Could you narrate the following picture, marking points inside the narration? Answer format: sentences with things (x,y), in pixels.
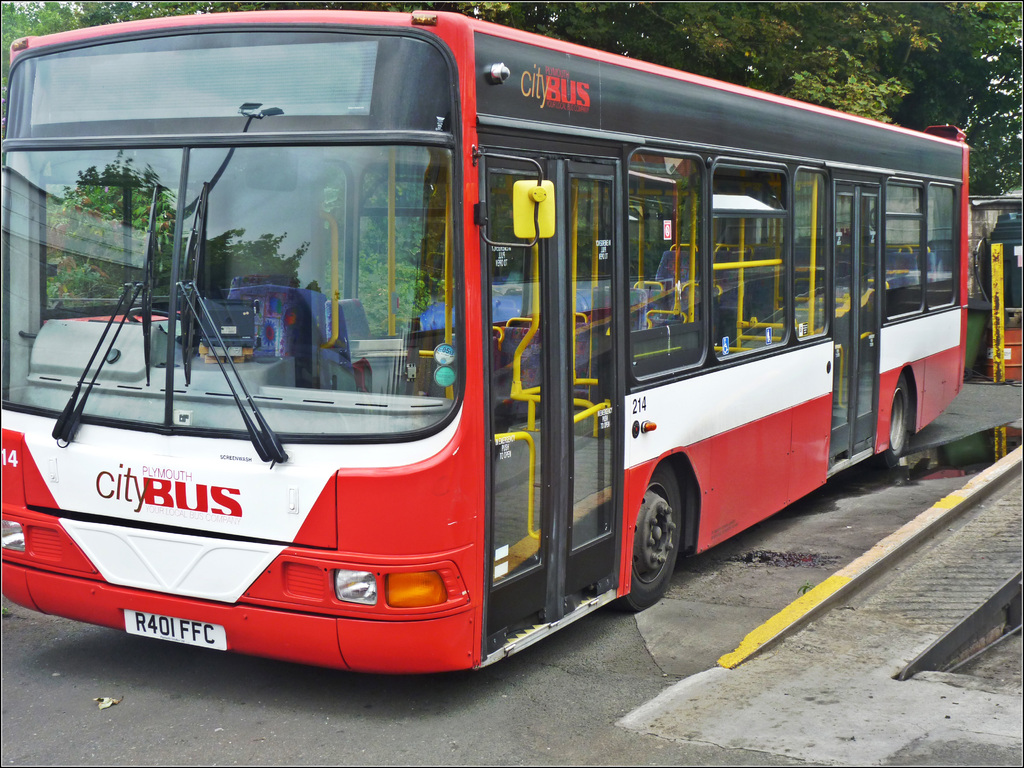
In the picture we can see a city bus (143,323) on the road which is red in color with some white lines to it and to the bus (408,450) we can see windshield (381,419), glass windows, doors (569,429), and behind the bus (674,505) we can see trees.
